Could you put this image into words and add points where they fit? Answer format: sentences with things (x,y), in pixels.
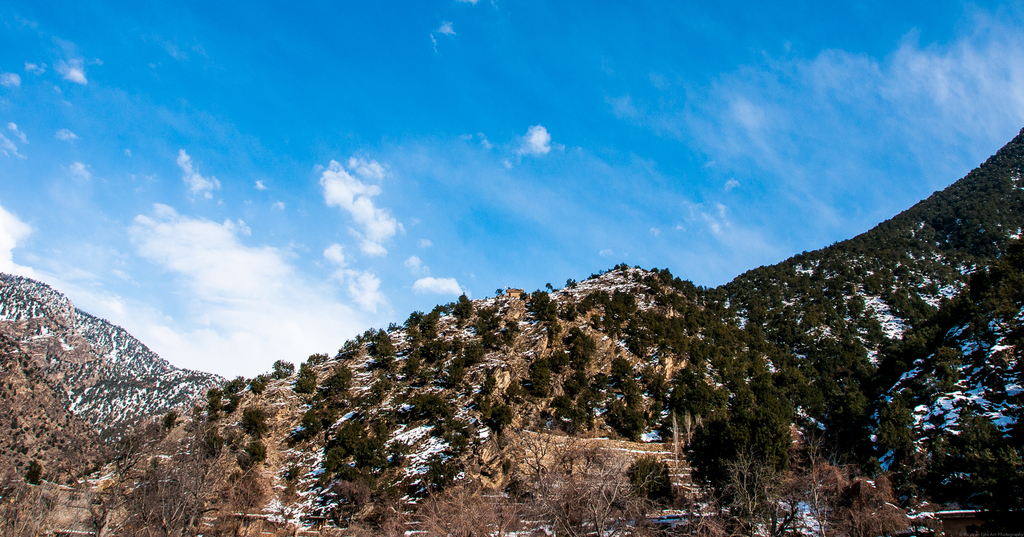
In this image there are trees (614,379), hills (588,375), snow (646,306), and in the background (605,43) there is sky (430,134).
